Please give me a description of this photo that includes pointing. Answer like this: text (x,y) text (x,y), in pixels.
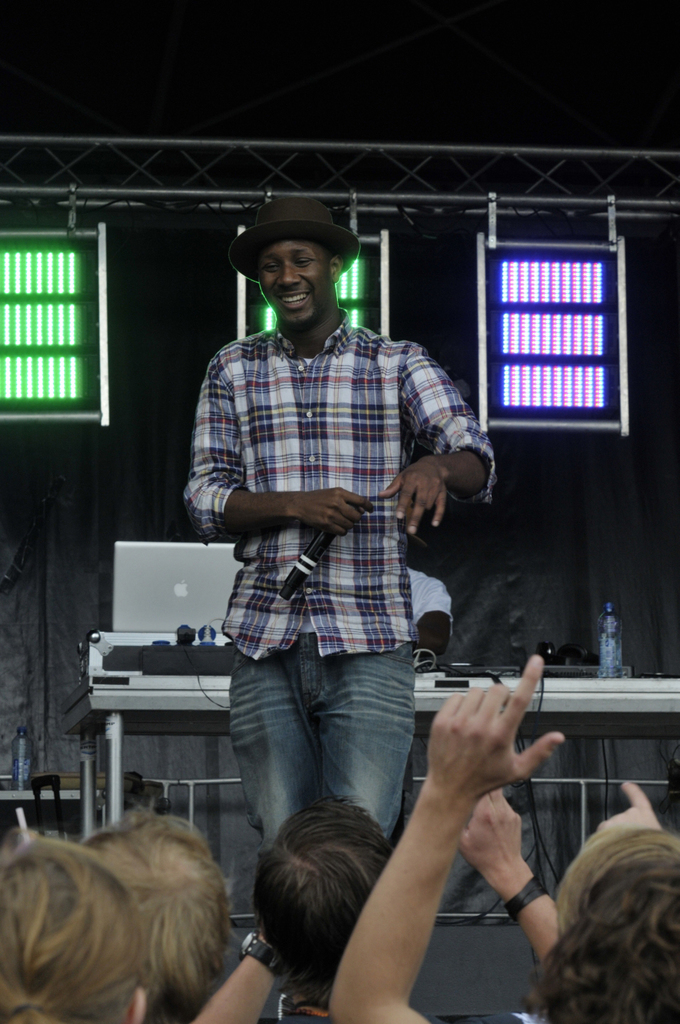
This is the man (280,590) standing and smiling. He is holding a mike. He wore a hat (282,236), shirt (396,544) and trouser (392,721). I can see group of people (370,989). I think this is a table (434,680). Here is a water bottle (603,652) and a headset (548,655). This looks like a laptop (223,605). I can see a person (431,619) behind this man (402,598). These are the lights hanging to the pole (592,201).
